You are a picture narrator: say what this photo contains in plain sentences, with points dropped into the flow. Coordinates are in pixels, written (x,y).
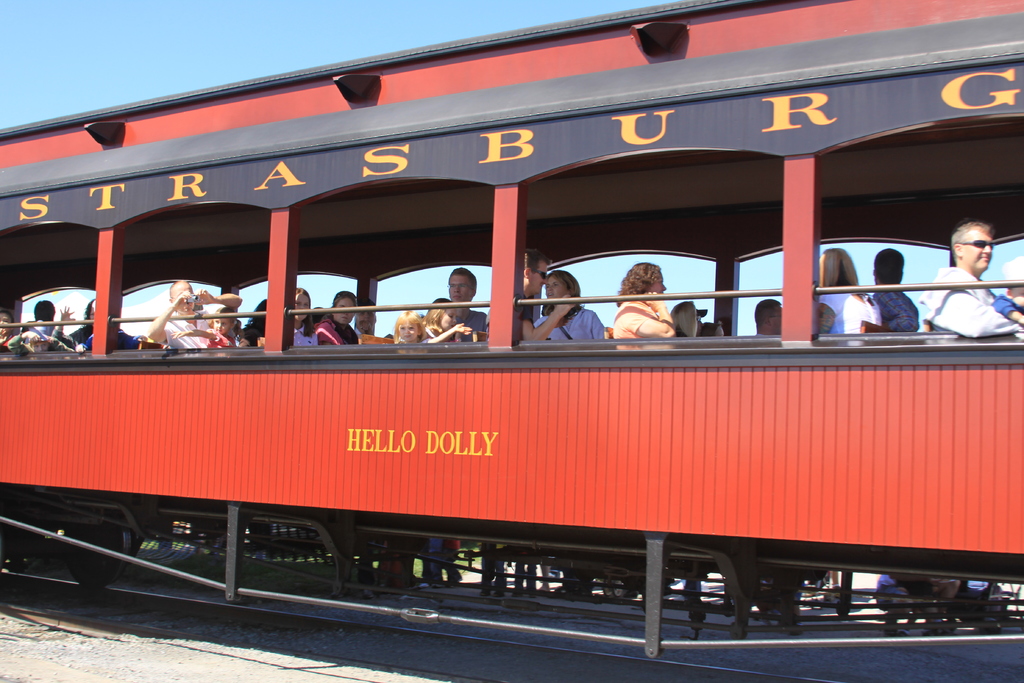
In this image, I can see groups of people (894,306) sitting in the train (310,477). This train (294,482) is on the railway track (52,619). I can see a person (190,312) holding a camera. These are the letters (994,106) written on the train (500,439). I think this is the sky (150,42).
